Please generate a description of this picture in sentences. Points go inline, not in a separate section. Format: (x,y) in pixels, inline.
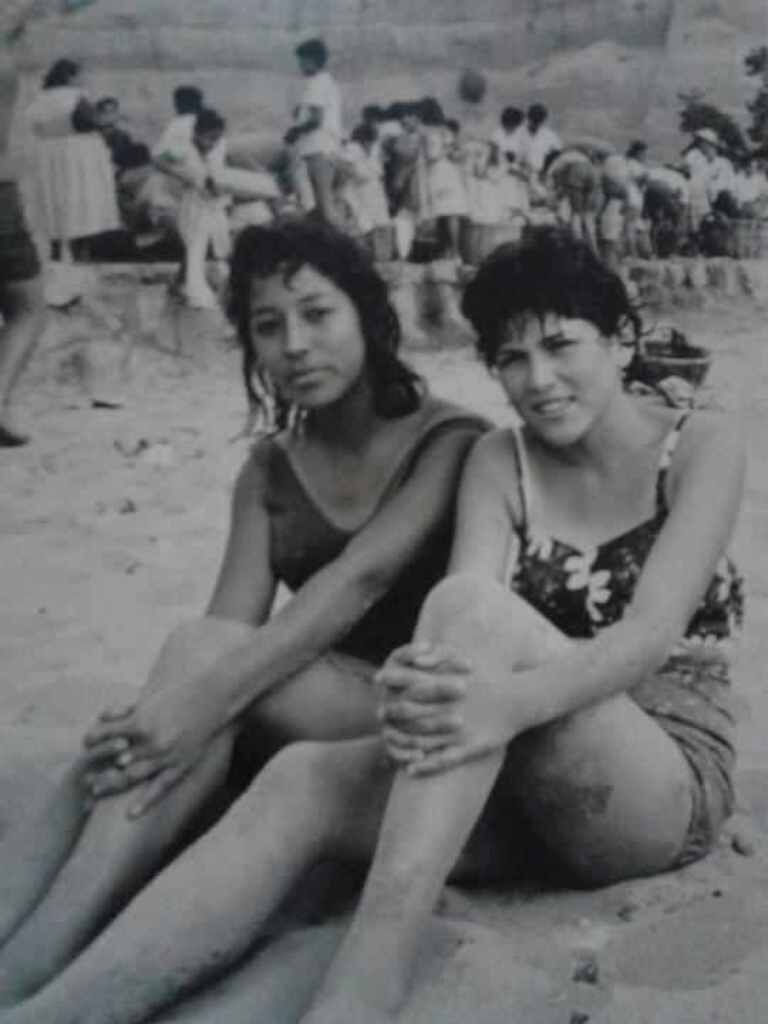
This image consists of many people (339,228). At the front (419,857), there are two women (515,685) sitting on the sand (555,982). At the bottom (574,989), there is sand (626,936). In the background (13,240), there are many people (532,167).
